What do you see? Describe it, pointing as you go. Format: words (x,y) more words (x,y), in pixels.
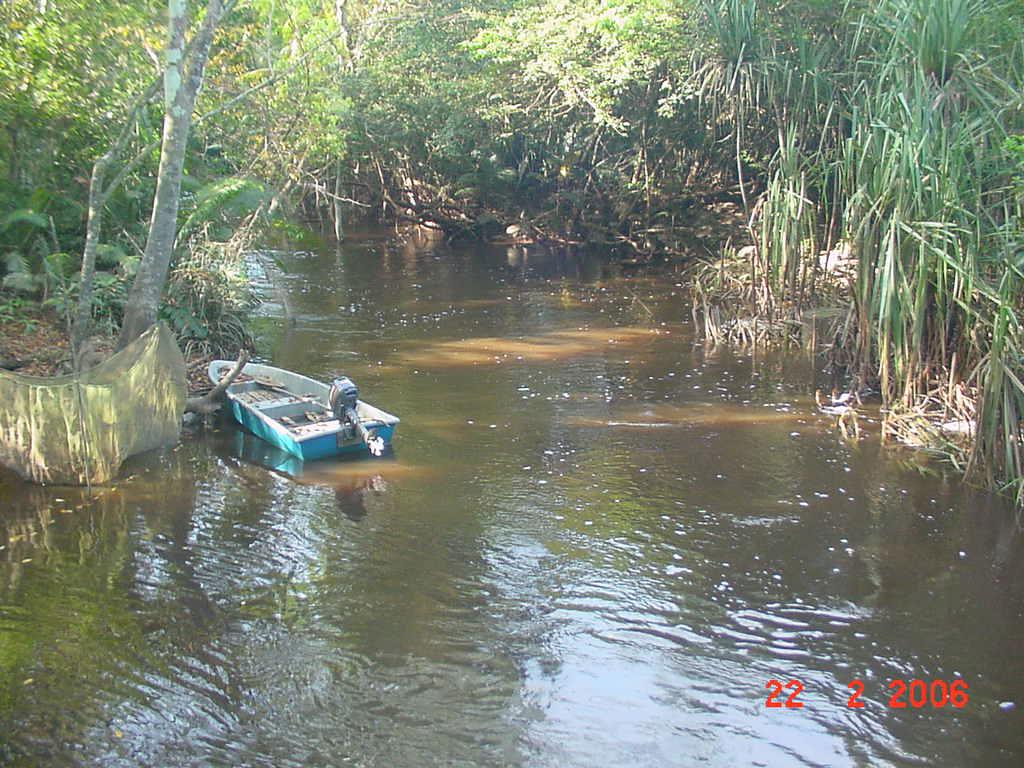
There is a river (550,516). On the river side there is a boat (266,403). On the sides of the river (275,269) there are many trees (353,91). And there is a watermark (850,678) on the right corner (858,697).
